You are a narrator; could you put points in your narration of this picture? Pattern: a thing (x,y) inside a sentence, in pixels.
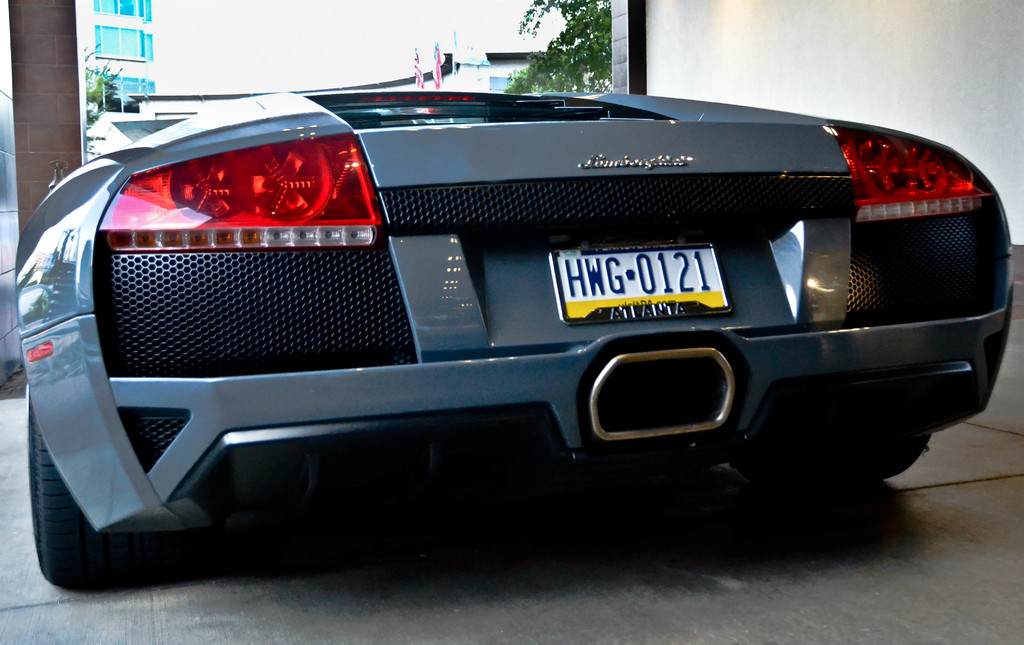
In this image there is a car (406,247) on the floor (404,535). On the left side (50,95) there is a pillar (69,84). In the background (98,36) there are buildings (428,87). On the left side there are two flags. There is a wall (711,96) beside the car (319,338). In the background (611,45) there are trees (562,41). We can see the taillights (257,169) and number plate (595,287) of the car (557,282).
